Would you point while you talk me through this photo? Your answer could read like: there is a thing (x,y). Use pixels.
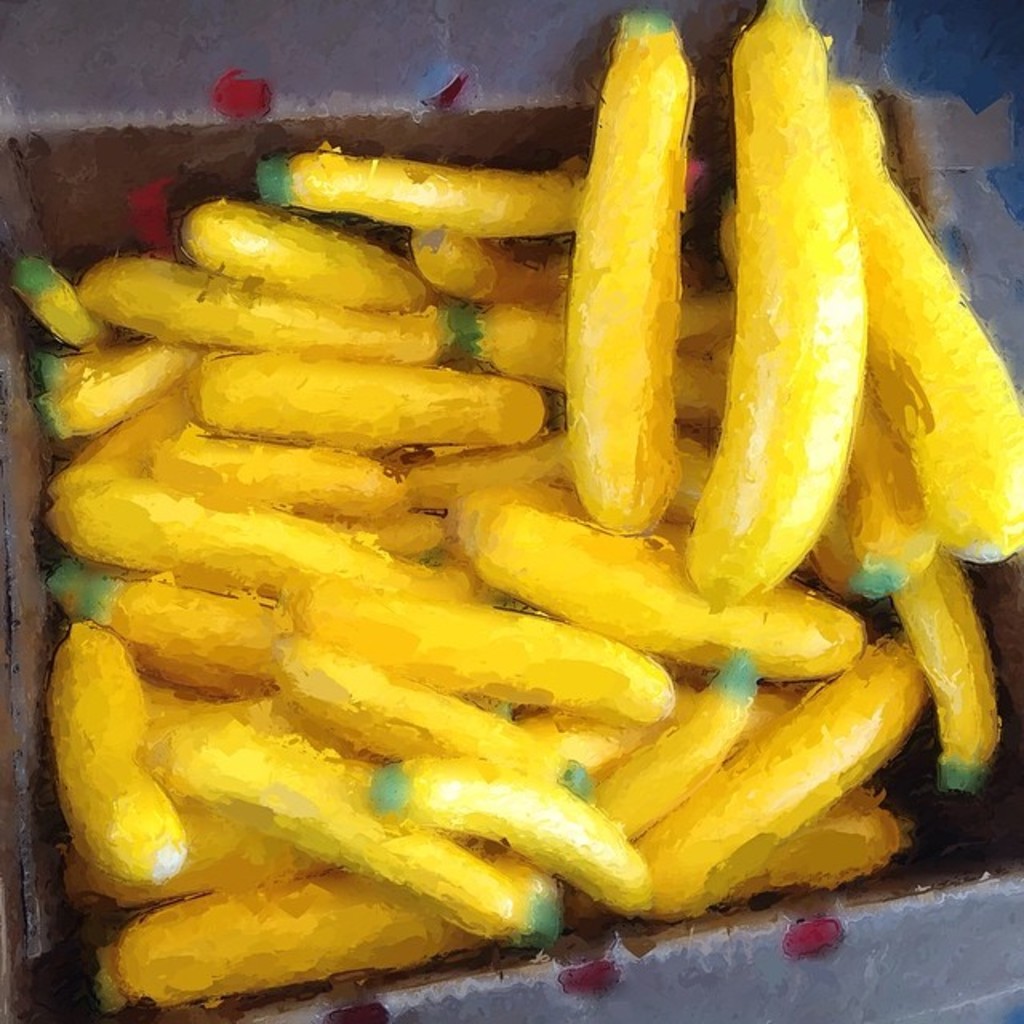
In this image we can see a painting (249,660) of yellow squash (632,495).
